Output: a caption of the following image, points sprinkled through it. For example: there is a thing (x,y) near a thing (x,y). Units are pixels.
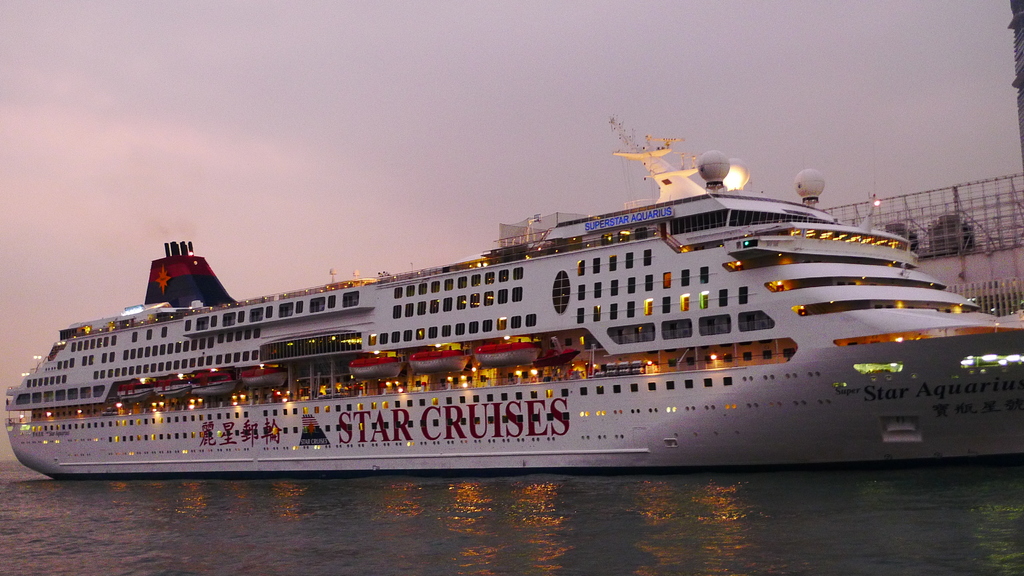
In this image in the center (450,293) there is a boat (325,337) and in the boat (351,333) there are some lights (111,323), and some objects (482,349). And in the background (930,215) there is railing (922,215), lights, wall (959,272), and at the bottom (493,509) there is a river (493,509). At the top (581,156) there is sky (460,114).
